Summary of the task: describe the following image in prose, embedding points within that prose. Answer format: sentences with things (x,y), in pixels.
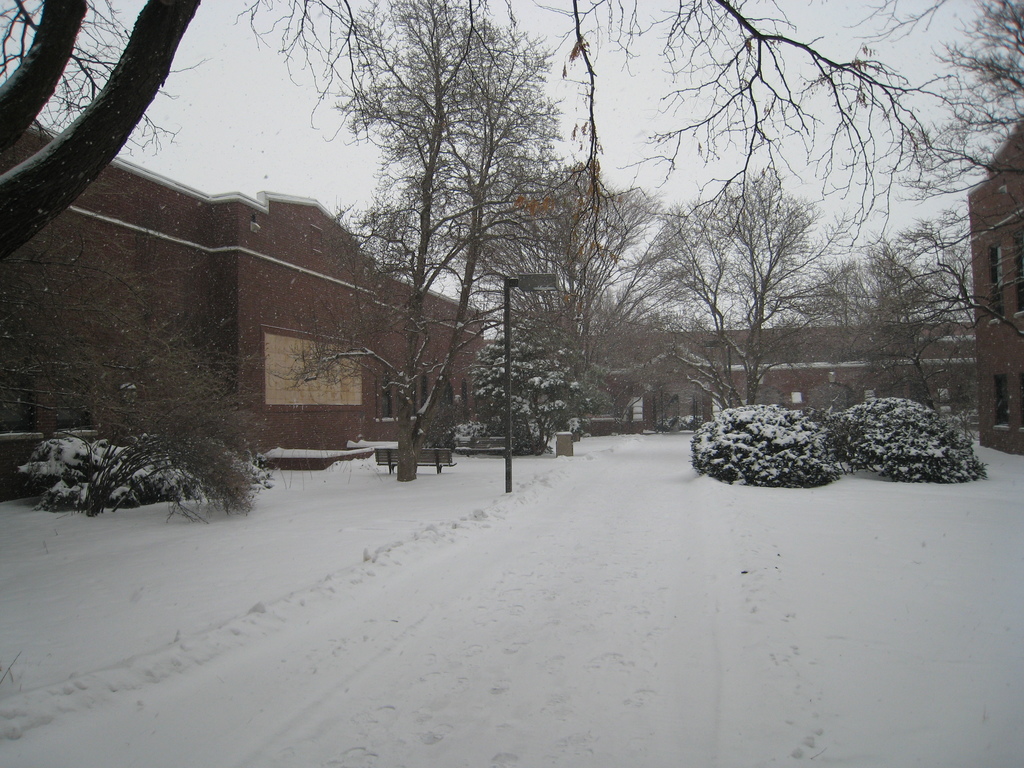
In the foreground of this image (579,688), on the bottom (485,690), there is a snow (705,640). In the background (899,438), there are trees (499,342), a pole (510,483), shrubs (782,461) and few buildings (373,369). On the top (271,90), there is the sky (280,80) and the trees (765,48).
